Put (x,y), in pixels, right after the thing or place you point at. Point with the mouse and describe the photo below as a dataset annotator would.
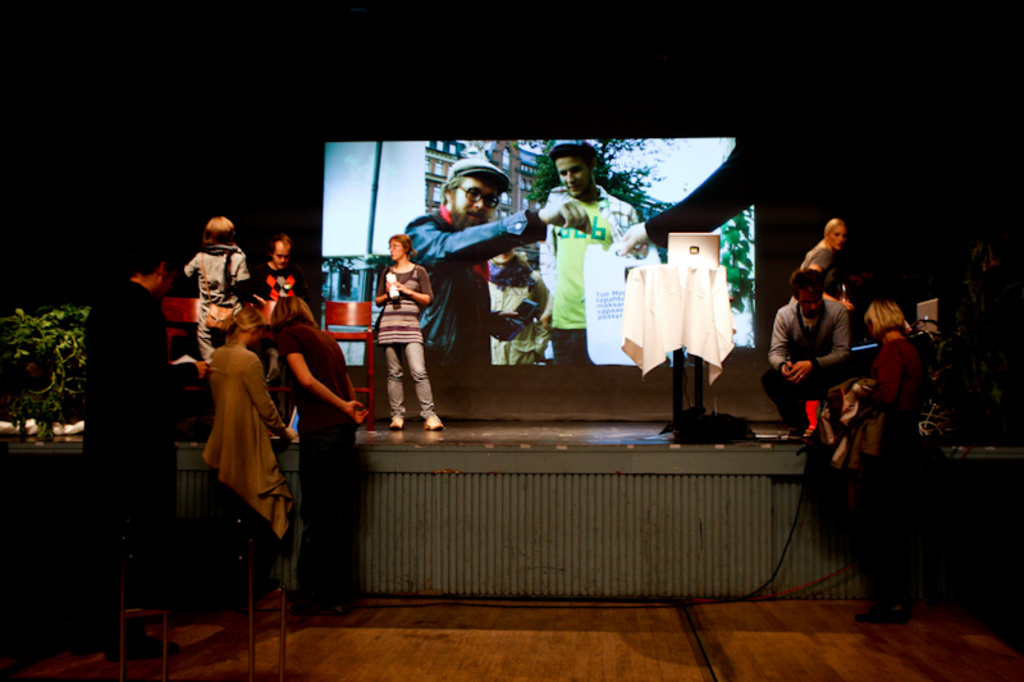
In this image we can see people (302,563). There is a podium (709,337) and we can see a laptop (700,236) placed on the podium (725,283). On the left (31,340) there is a houseplant (69,413). At the bottom (262,615) there is a chair (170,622). In the background (698,197) there is a screen (634,192).
